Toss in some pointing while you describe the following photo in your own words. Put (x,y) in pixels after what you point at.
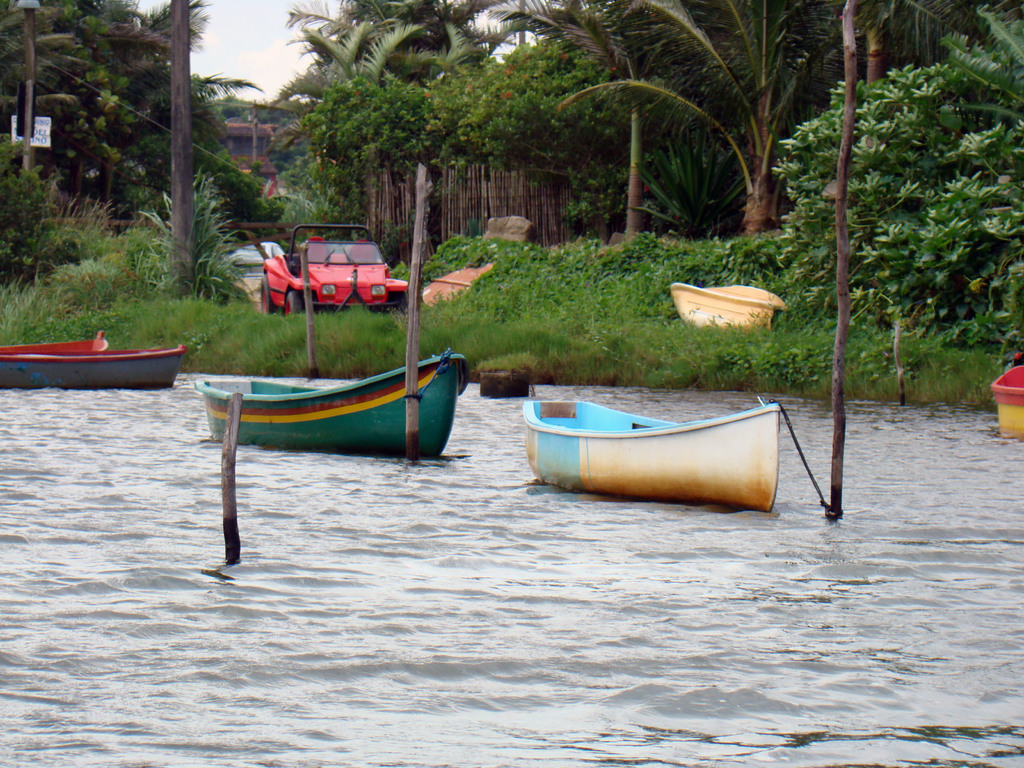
In this image we can see boats (588,437) on the water (442,463), sticks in the water (457,416), motor vehicles (316,268), shrubs (440,257), bushes (693,260), trees (340,216), wooden fence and sky (257,65).
